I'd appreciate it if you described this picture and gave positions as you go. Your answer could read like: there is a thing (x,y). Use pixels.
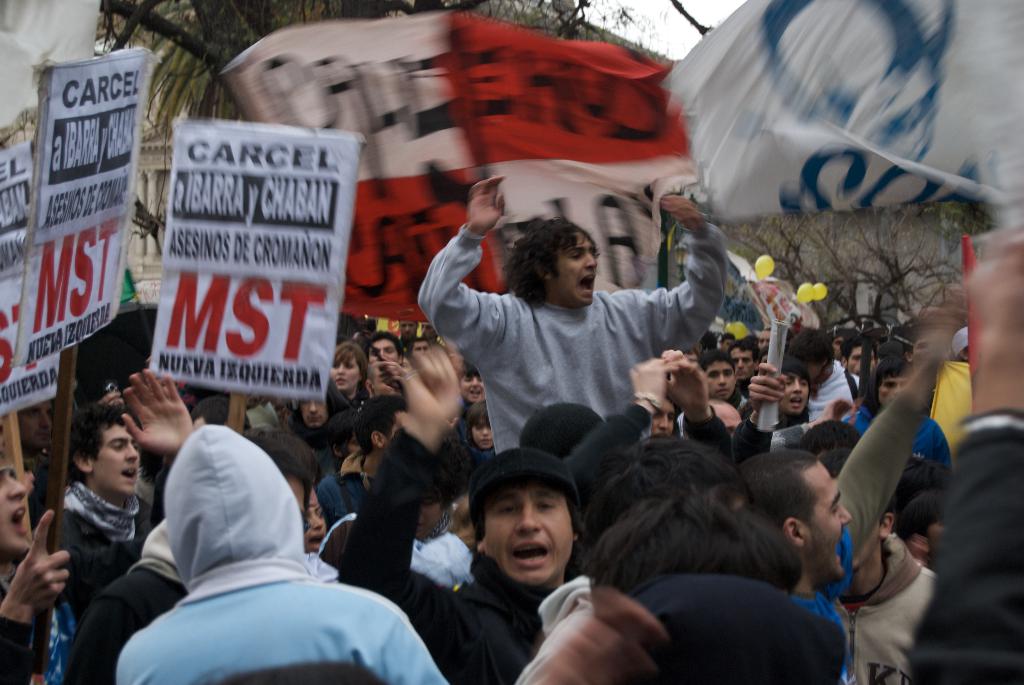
In this picture there is a man (657,297) who is wearing t-shirt (584,350). At the bottom (621,652) we can see the group of persons (908,494) who are holding flags (911,164) & boards (55,357). In the background (864,232) we can see many trees (866,249) and a building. At the top (664,21) there is a sky (660,0).
